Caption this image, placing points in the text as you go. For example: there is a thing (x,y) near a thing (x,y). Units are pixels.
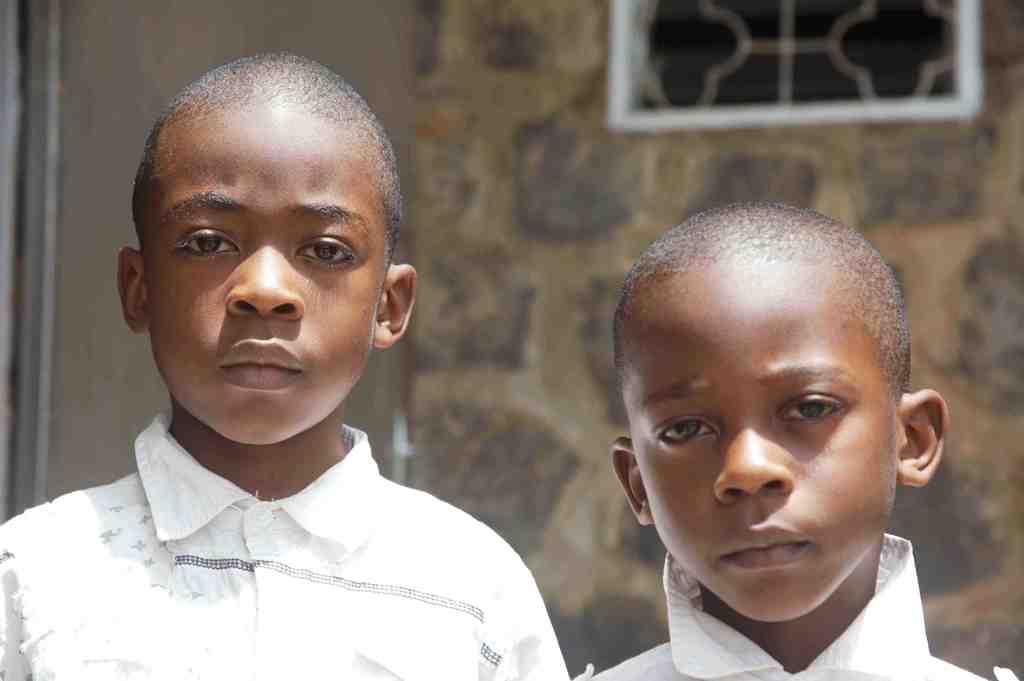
In this picture we can see two children (177,396). In the background (754,45) we can see a window (674,31) and the wall (544,129).
